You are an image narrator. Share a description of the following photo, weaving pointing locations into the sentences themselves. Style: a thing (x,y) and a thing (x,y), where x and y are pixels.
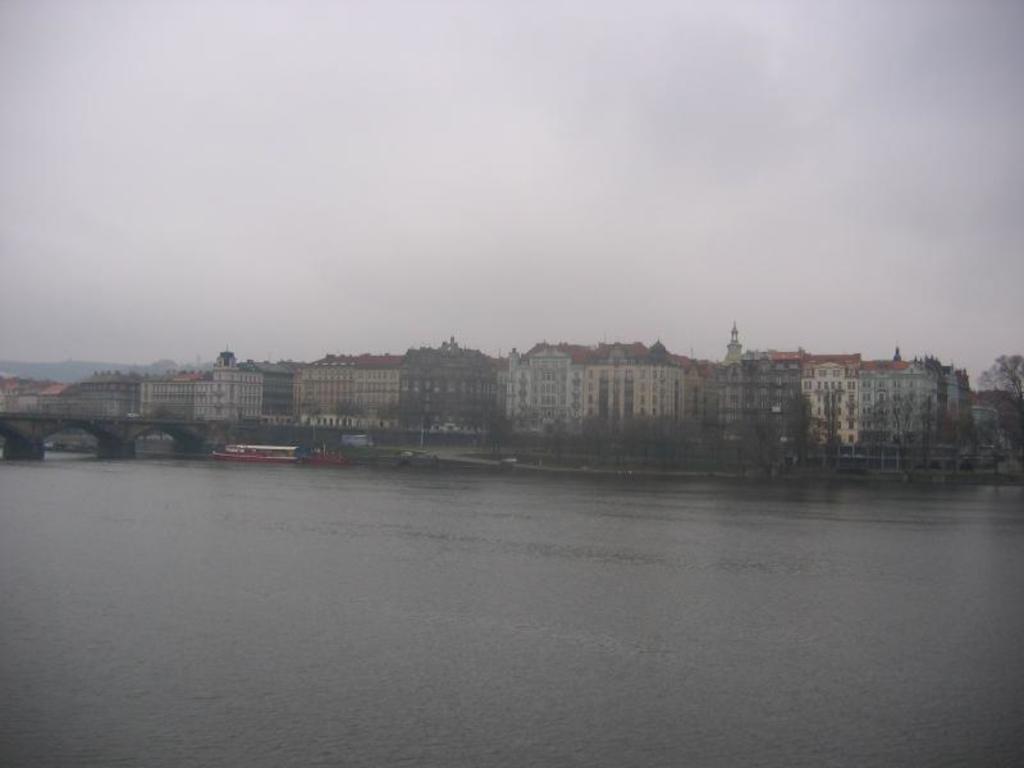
In this image we can see buildings (475,385), bridge (199,446) over the river (299,496), ships (249,451), hills (70,367) and sky (675,196) with clouds (425,182).
